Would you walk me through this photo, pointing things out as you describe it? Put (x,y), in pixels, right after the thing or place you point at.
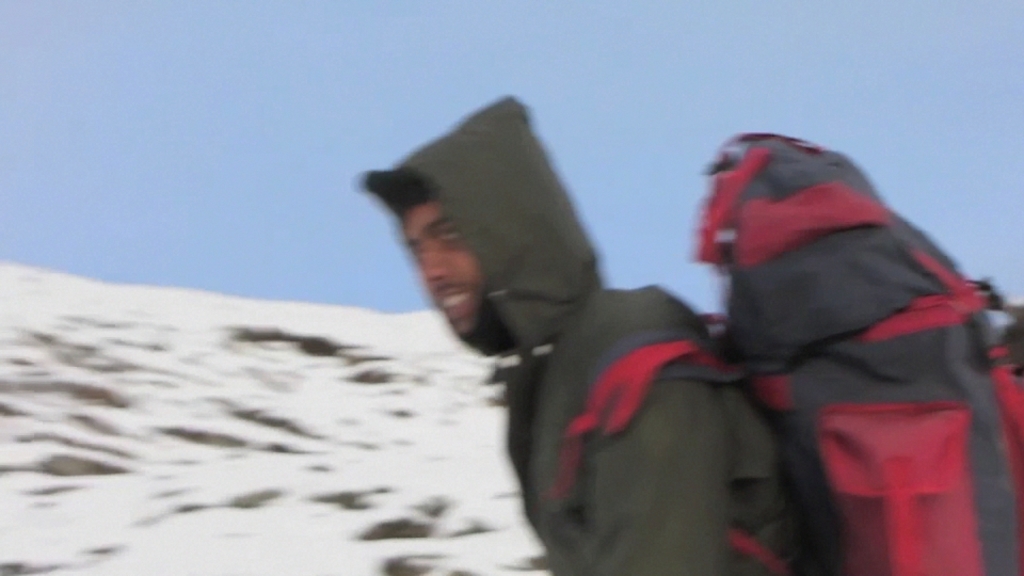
In this image I can see a person (616,451) wearing jacket (657,487) and red and black colored bag (767,336) is standing. In the background (325,362) I can see the snow (287,477) on the ground (239,381) and the sky (348,129).
